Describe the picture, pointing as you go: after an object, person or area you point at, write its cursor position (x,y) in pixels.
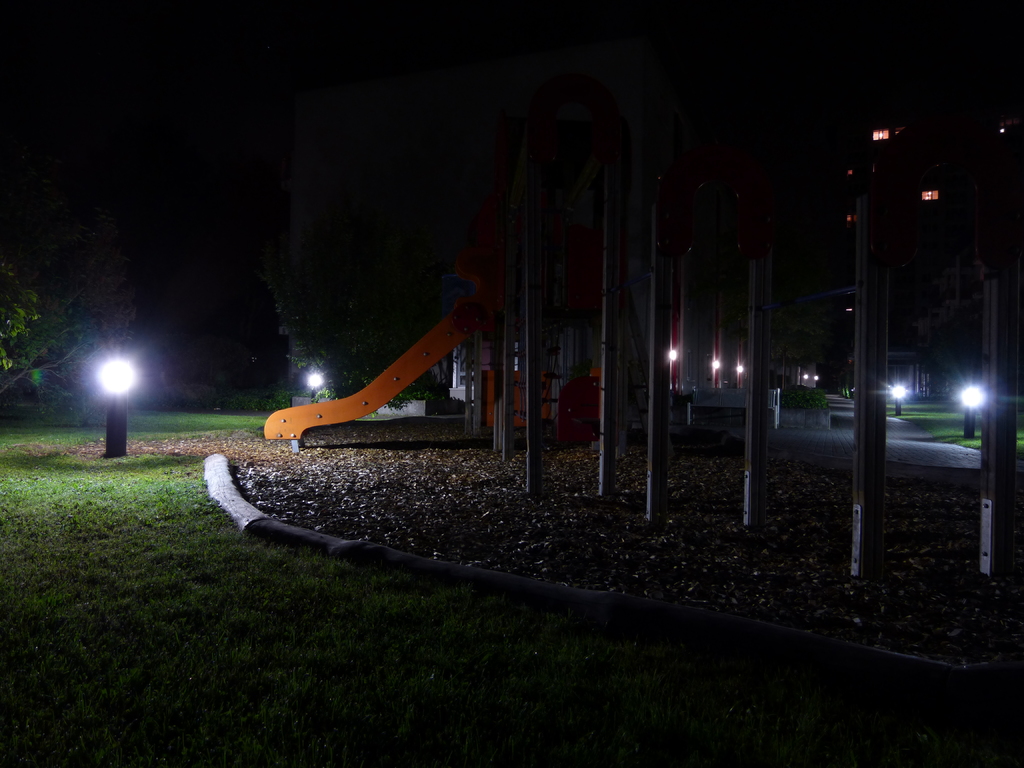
On the right side of the picture (874,431), we see the poles (672,286), dry leaves (422,460) and twigs (957,601). Beside that, we see the light poles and road (845,436). In the middle of the picture (394,375), we see an orange color object (291,420) which looks like a slider (308,419). On the left side (116,406), we see the trees (0,374) and a light pole (114,445). There are trees (339,374) and light poles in the background (243,337). In the background (422,103), it is black in color. This picture is clicked in the dark. This picture might be clicked in the park (642,468).
